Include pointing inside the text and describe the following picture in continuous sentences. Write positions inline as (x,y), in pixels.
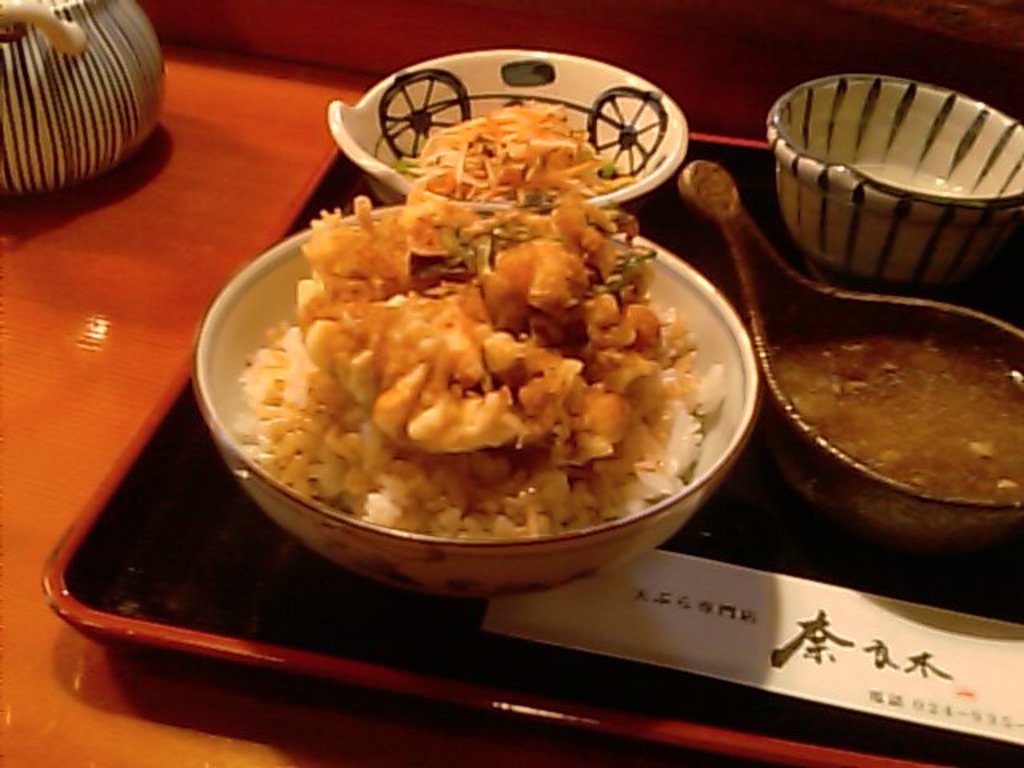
In the red tray (307,572) I can see the bowls (630,545). In the center (540,419) I can see the rice (670,428) and food items (451,419) on the white bowl (548,455). On the right (915,363) I can see soup (929,356) in a black bowl (875,486). This tray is kept on the platform (83,706).
